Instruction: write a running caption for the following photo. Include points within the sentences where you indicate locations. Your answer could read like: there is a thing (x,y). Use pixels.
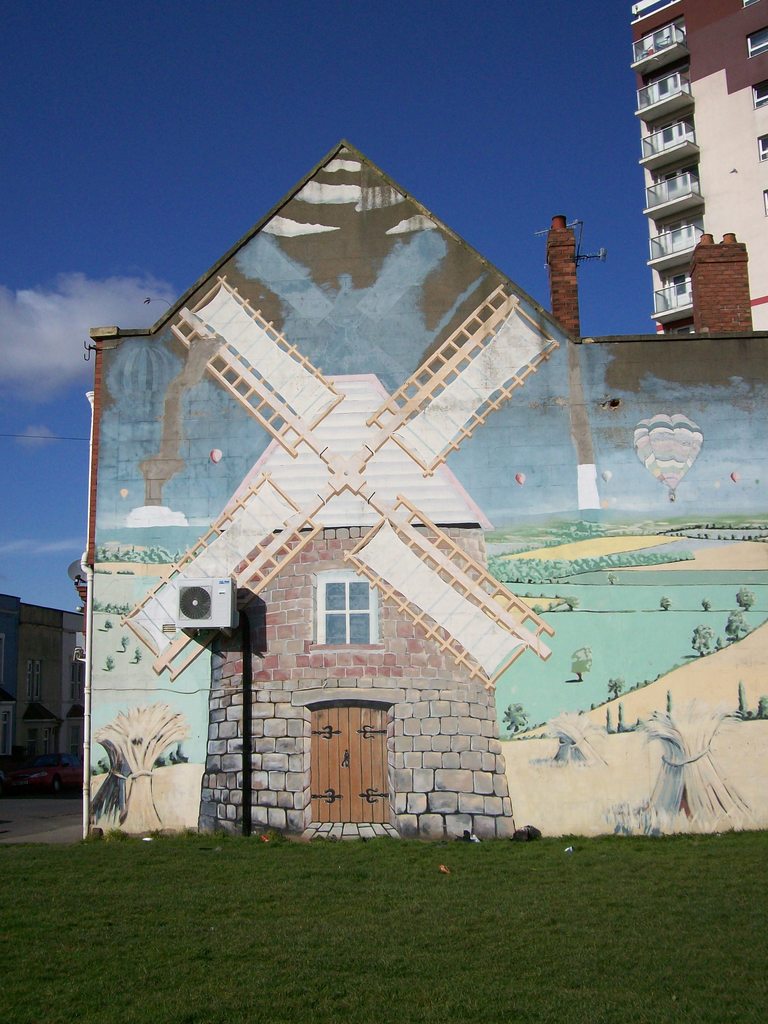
This picture is clicked outside. In the foreground (384,936) we can see the green grass (335,933). In the center (437,472) we can see the houses (291,458) and a building (713,97) and we can see the drawing (516,433) of a house (399,458), windmill (401,552), trees (617,679), sky (720,476), hot air balloons (685,448) and some other objects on the wall (460,434) of a house (273,472). In the background (58,778) we can see the vehicle (61,764) and the sky (183,132).
